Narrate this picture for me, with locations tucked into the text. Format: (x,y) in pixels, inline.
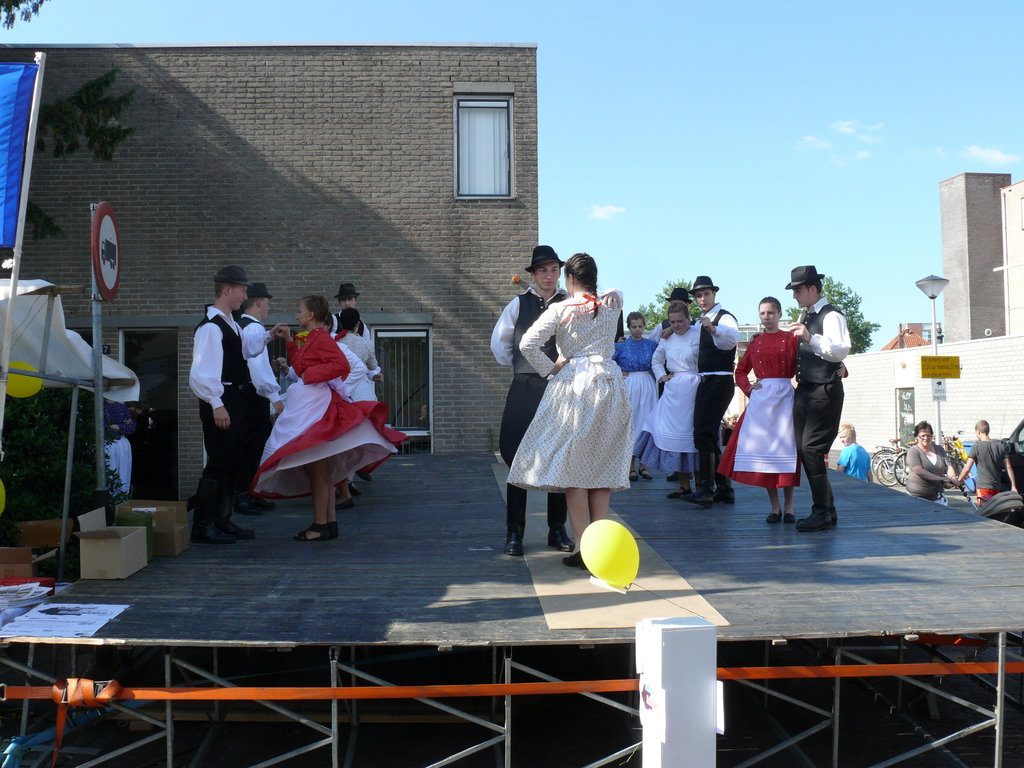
In the image I can see some people (516,457) who are dancing on the dais (296,514) on which there are some sign boards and also I can see some houses (182,258).
